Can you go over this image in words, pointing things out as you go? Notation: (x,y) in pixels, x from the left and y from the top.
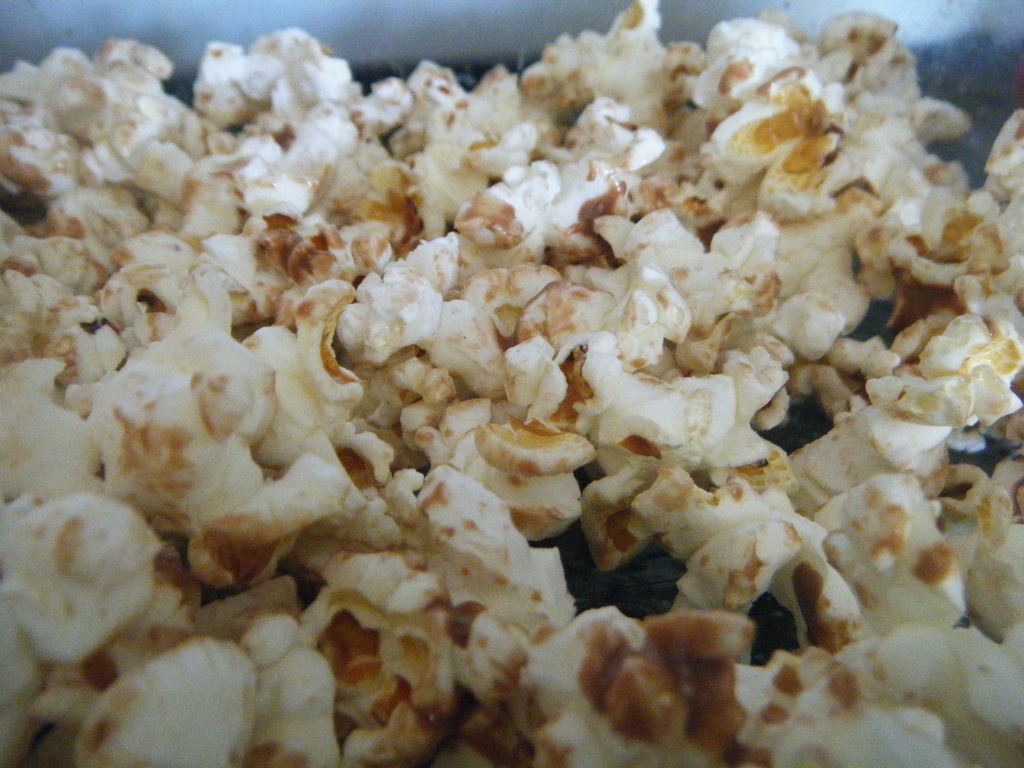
In this image we can see a popcorn (623,441).
